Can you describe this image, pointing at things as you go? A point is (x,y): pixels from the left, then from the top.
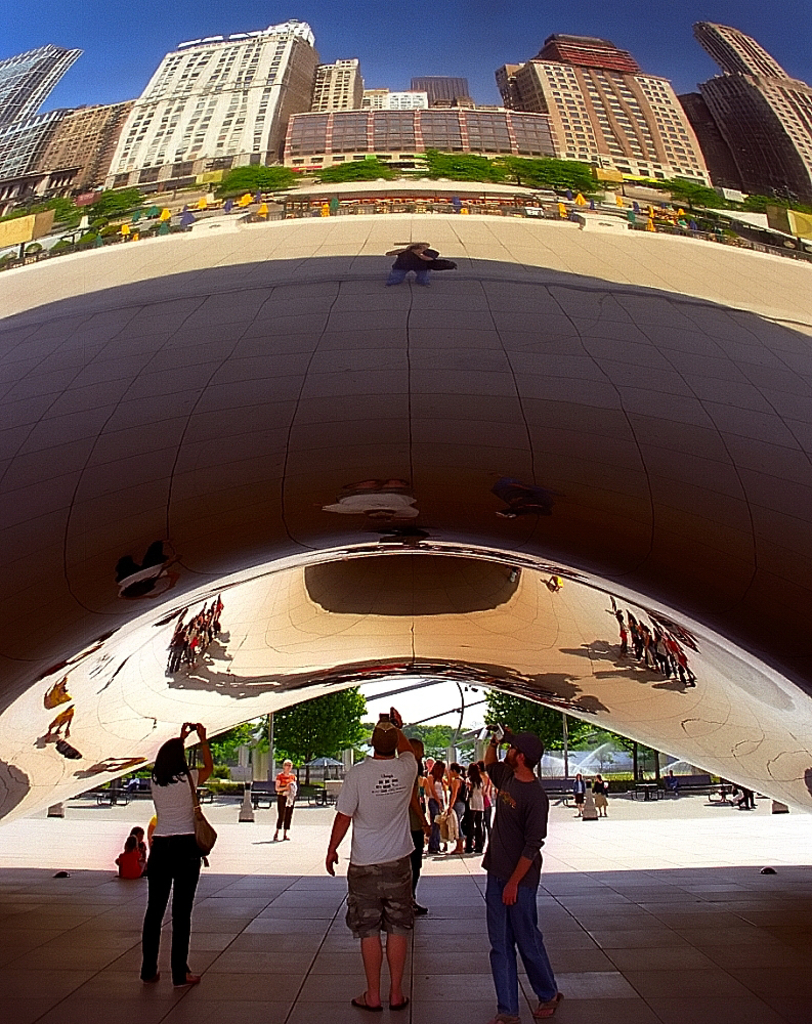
Here we can see a cloud gate (641,579) and there are few persons (353,899). Here we can see buildings (29,136), trees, and sky (544,8).
